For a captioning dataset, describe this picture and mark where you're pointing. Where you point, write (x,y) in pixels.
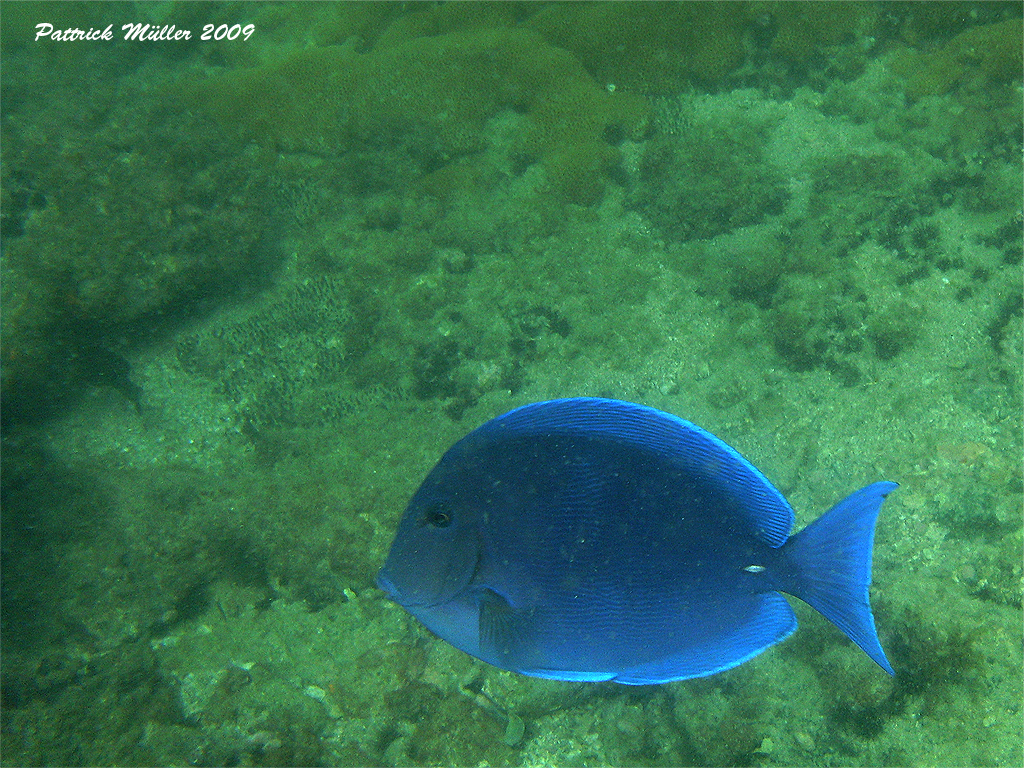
In this image I can see a blue colour fish (775,507) over here and in the background (559,230) I can see green colour. I can also see watermark (39,34) over here.
